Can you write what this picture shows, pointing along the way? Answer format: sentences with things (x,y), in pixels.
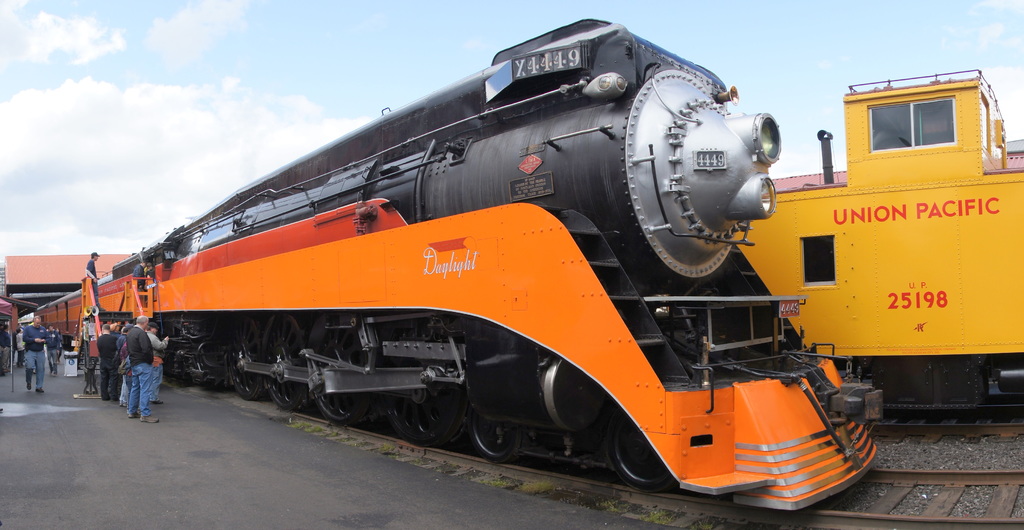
In the picture we can see a train (406,284) with a steam engine (478,344) which is black in color and a orange color line (532,331) to it and beside the train (454,299) we can see some people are standing on the platform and on the other side we can see another train (842,189) on the track (953,423) which is yellow in color with a glass windows (890,130) to it and in the background (21,286) we can see a shed (111,265) and behind it we can see sky (377,70) with clouds (181,172).
